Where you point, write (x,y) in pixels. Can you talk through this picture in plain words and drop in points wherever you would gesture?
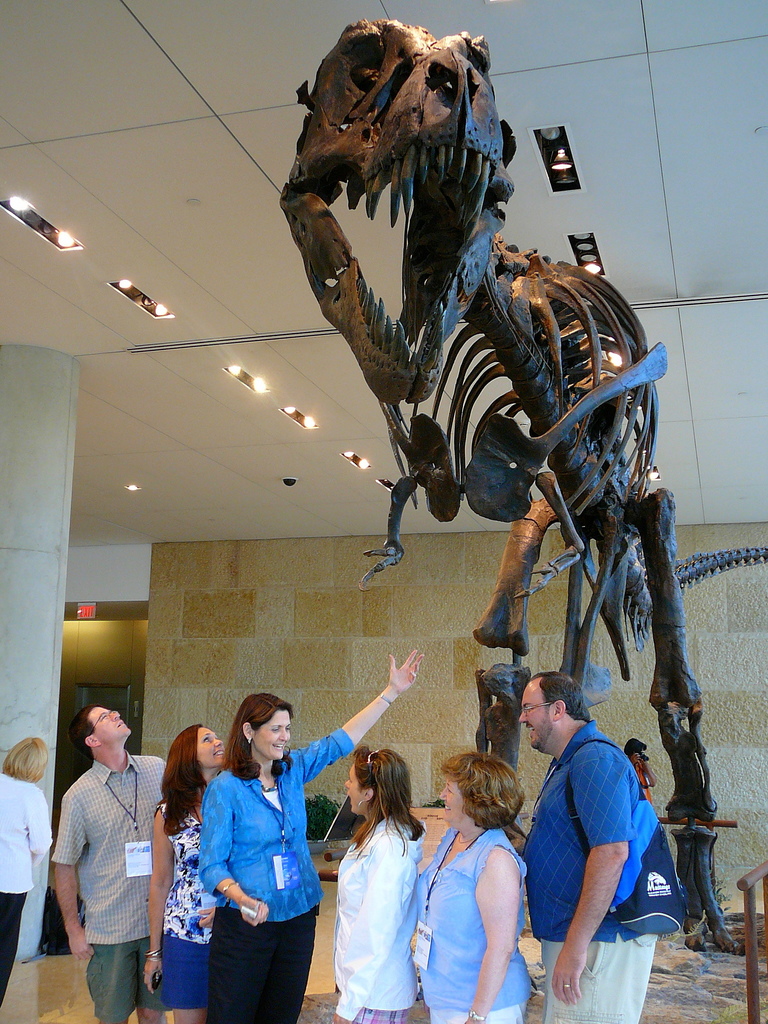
In this image at the center (406,350) there is a dinosaur (422,284). In front of that there are few people (362,845) are standing on the floor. On the backside (440,689) there is a wall (272,570). On top of the roof (134,226) there are false ceiling lights (133,292).
